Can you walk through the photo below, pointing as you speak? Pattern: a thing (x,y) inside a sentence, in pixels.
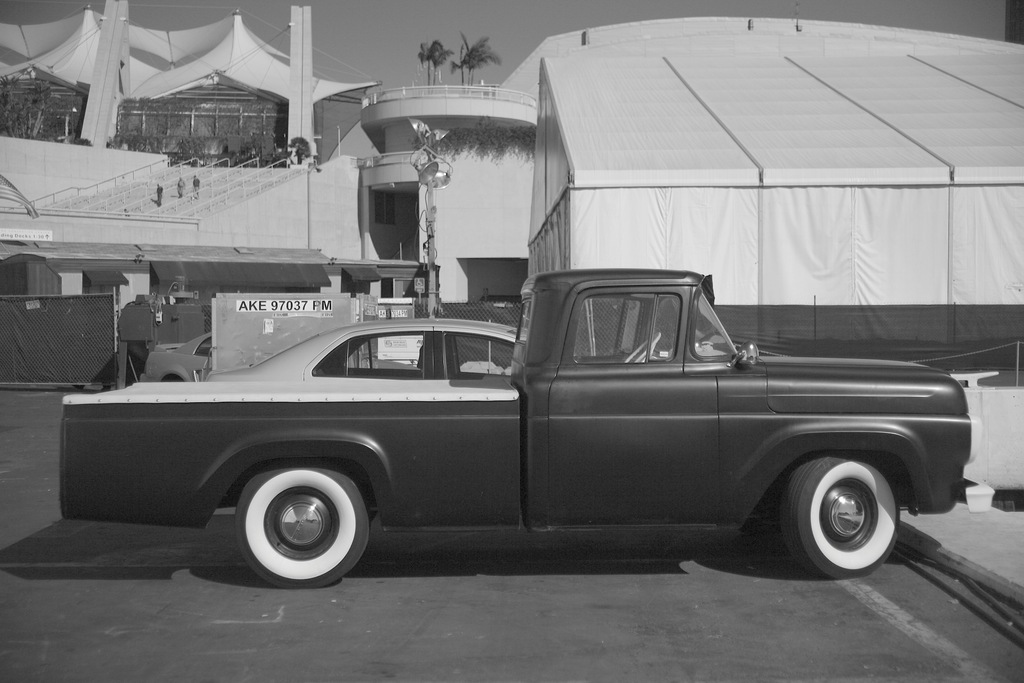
This is a black and white image. I can see the vehicles (352,431), which are parked. This looks like a shed (796,115). These are the buildings (341,152). I can see the stairs (214,192). There are few people (197,194) standing. This looks like a pole (429,254). In the background (465,73), I can see the trees (453,67). On the left side of the image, this is a kind of a board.
